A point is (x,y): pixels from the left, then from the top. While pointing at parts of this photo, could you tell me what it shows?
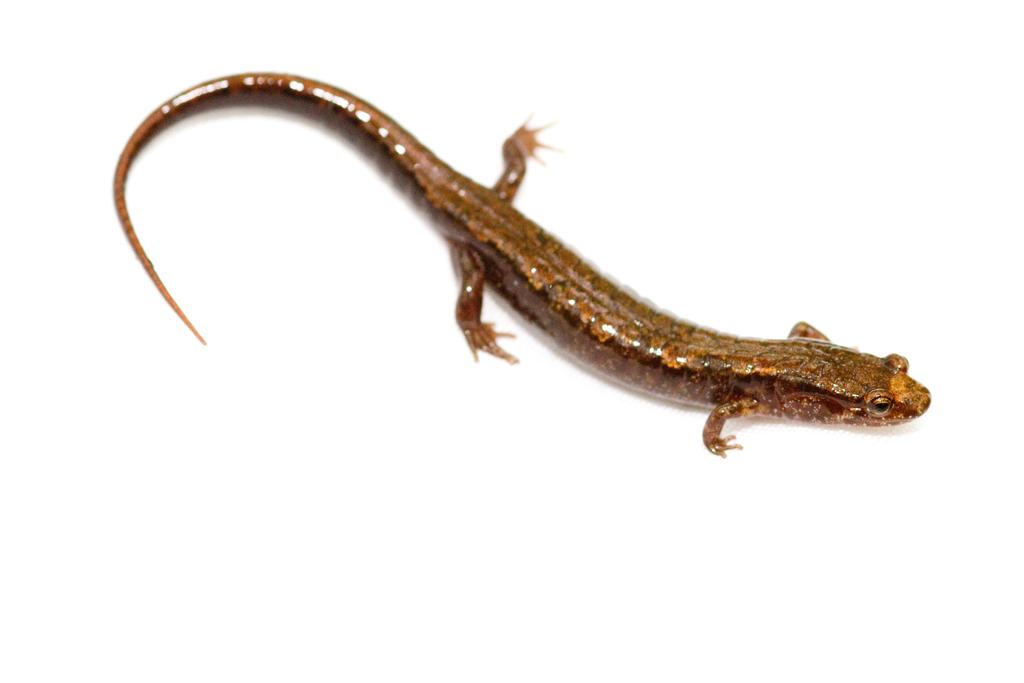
In the image we can see a salamander (651,369), brown and pale brown in color.
